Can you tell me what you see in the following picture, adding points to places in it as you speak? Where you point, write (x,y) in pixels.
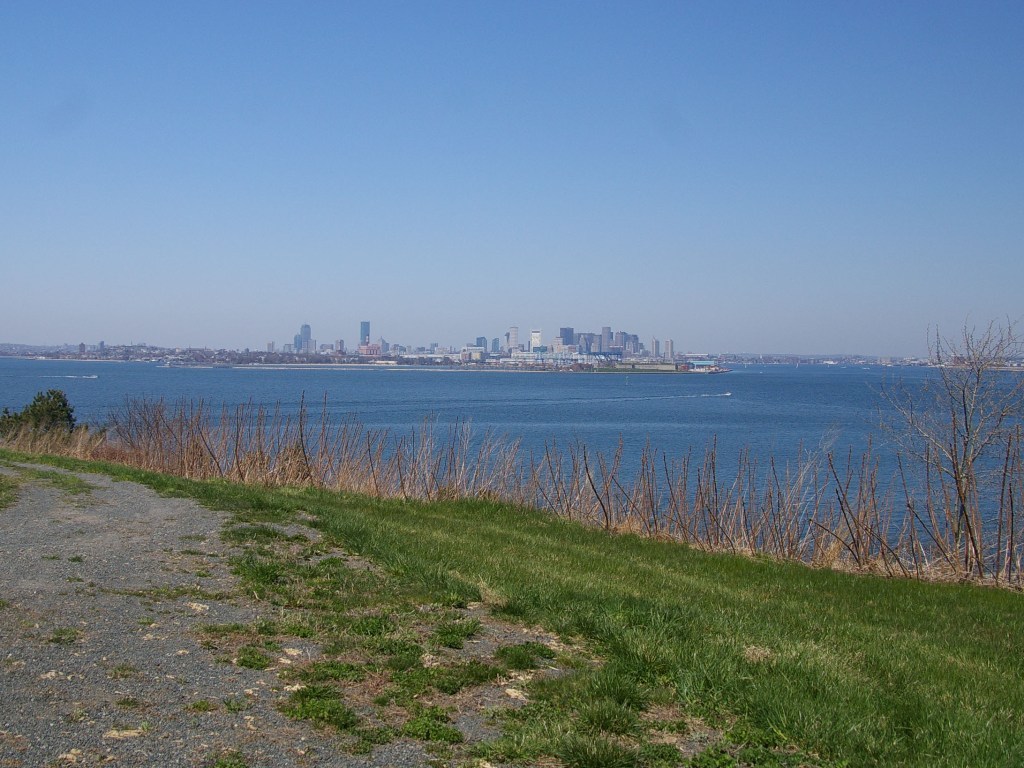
This picture is clicked outside the city. In the foreground (144,559) we can see the ground (414,722) and some portion of the green grass (547,586) and the dry grass (30,433). In the center (535,416) there is a water body (509,416). In the background (846,180) there is a sky (512,139) and the buildings (368,336).
